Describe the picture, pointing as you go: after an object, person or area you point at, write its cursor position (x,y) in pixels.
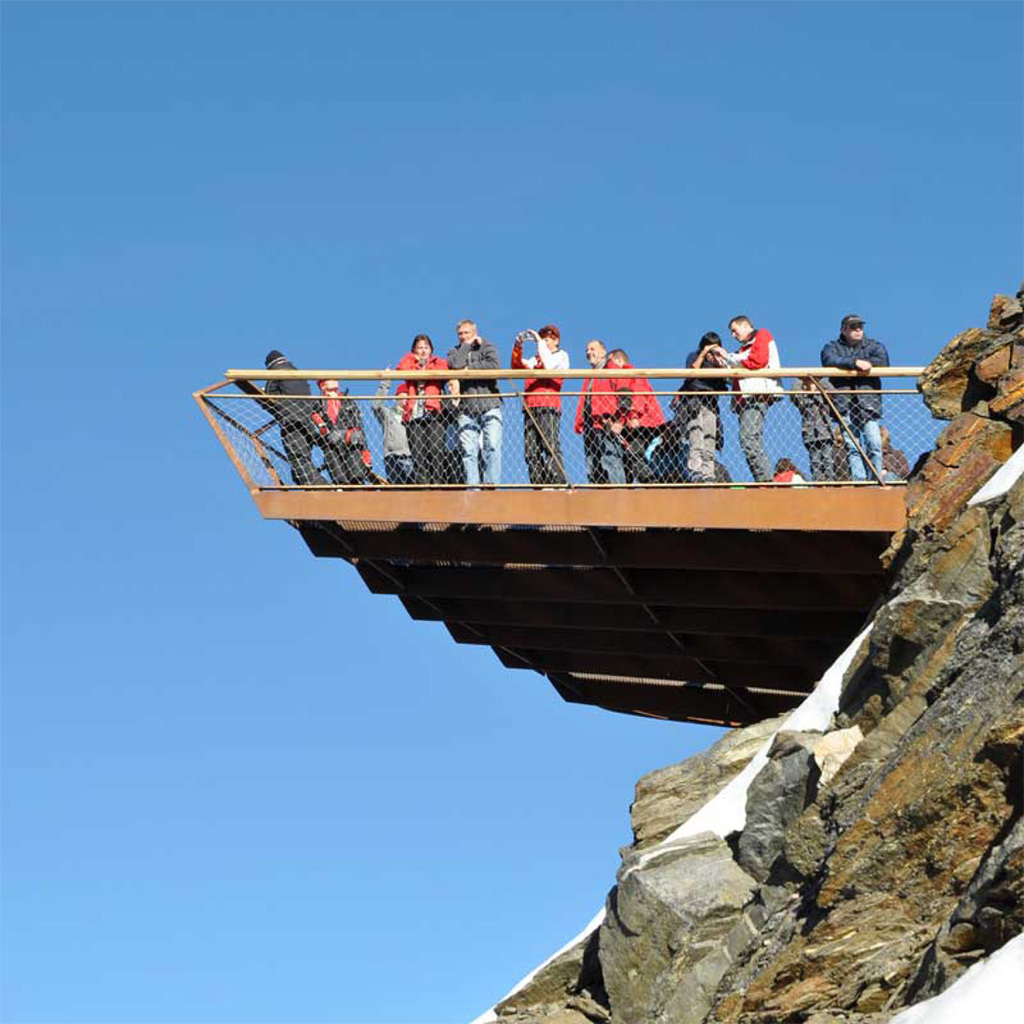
To the right side of the image (949,416) there is a mountain (794,1009). There is a metal platform (644,506) on which there are people (832,358) standing. There is a grill (217,417) and railing (276,371). At the top of the image (485,167) there is sky (415,160).
